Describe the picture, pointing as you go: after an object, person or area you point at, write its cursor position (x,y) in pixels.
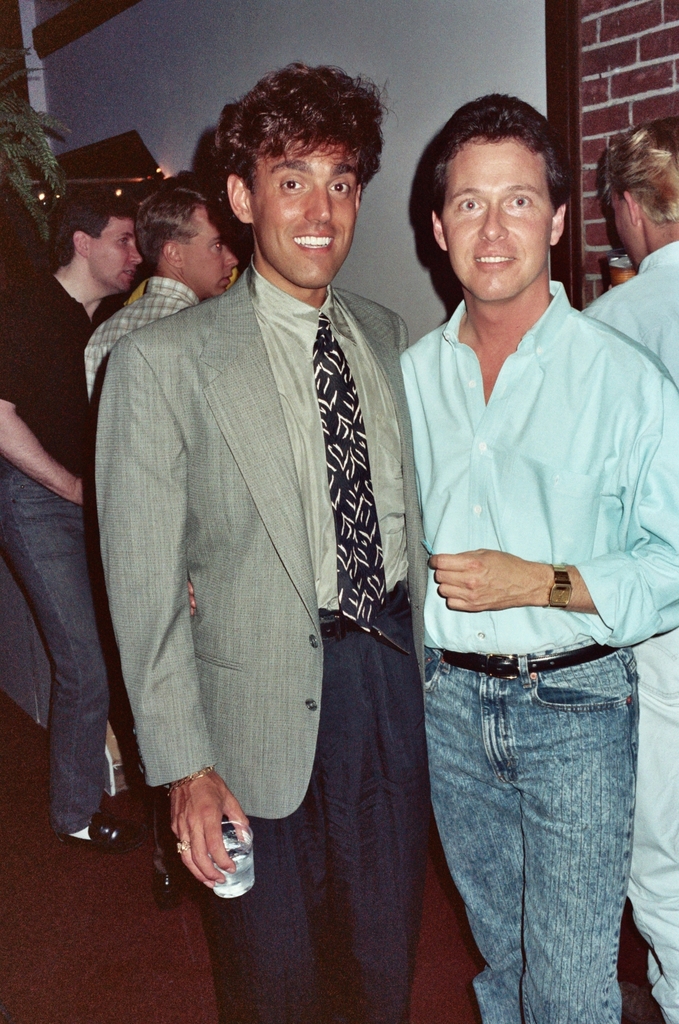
In this image we can see a few people (220,816), one of them is holding a glass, another person (633,236) is drinking, also we can see the plant (36,206), and the wall (74,91).
